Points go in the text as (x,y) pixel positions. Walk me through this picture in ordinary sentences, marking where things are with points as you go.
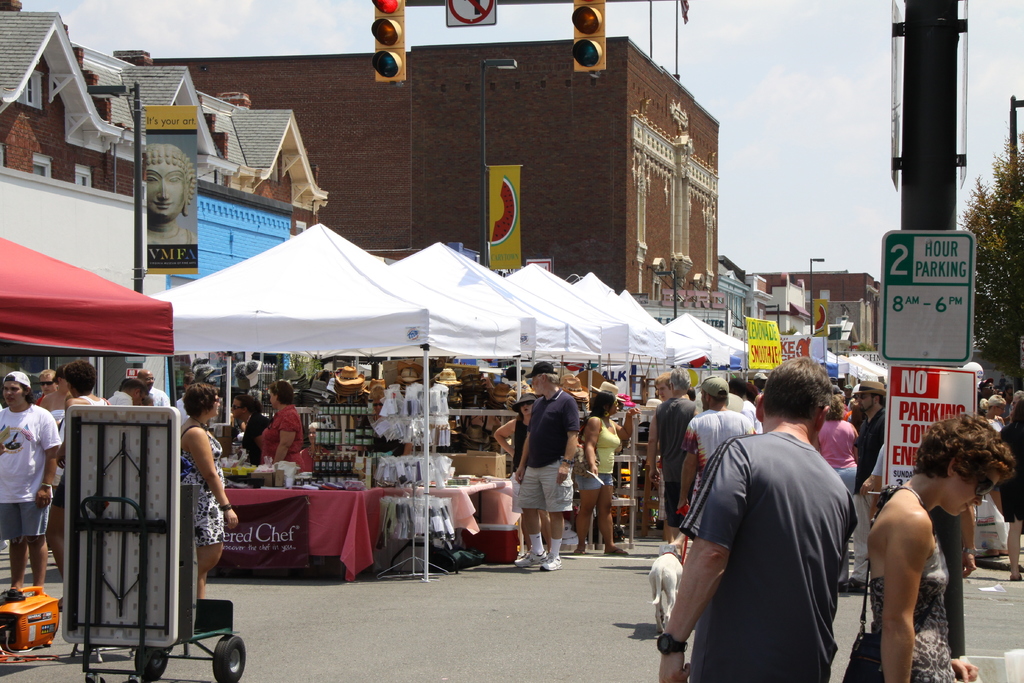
The image is taken on the road (495,565). On the left side of the image (55,262) we can see tents (462,337). In the center (591,438) there are people (771,466) standing. At the top (391,68) there are traffic lights (604,40). In the background (502,158) there are buildings (670,191), poles (910,225), boards (924,342) and sky (815,122). On the right (996,292) there is a tree (995,294).
